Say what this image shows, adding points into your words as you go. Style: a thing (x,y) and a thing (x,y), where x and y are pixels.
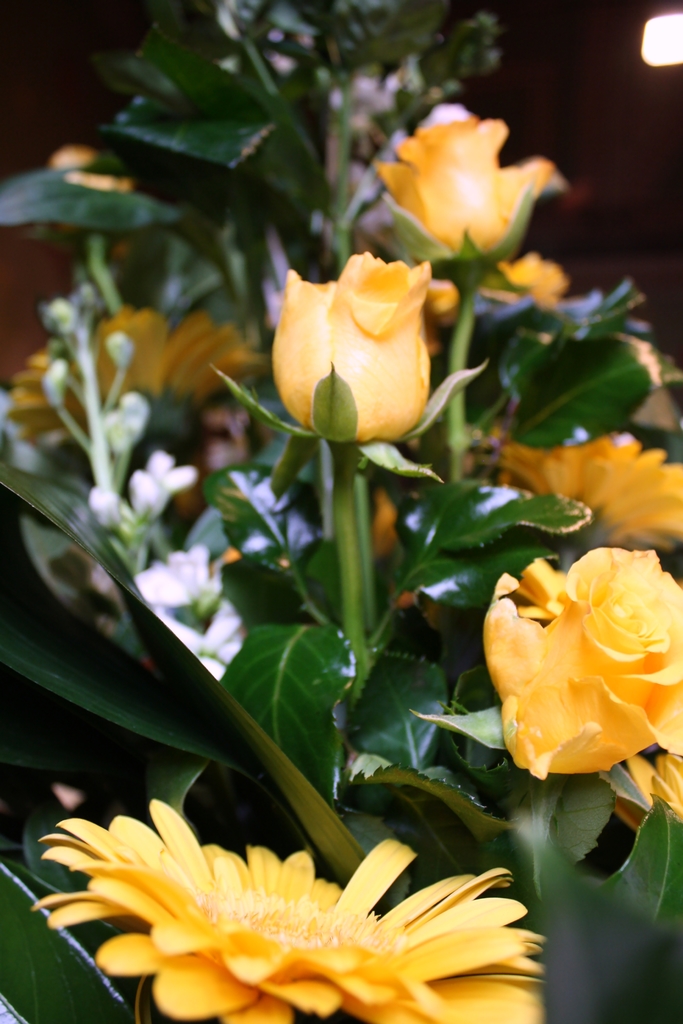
Here I can see some flowers (508,237) and leaves (372,453) to the stems (355,538). It seems to be a flower bouquet (319,924). The flowers (406,436) are in yellow and white colors.
